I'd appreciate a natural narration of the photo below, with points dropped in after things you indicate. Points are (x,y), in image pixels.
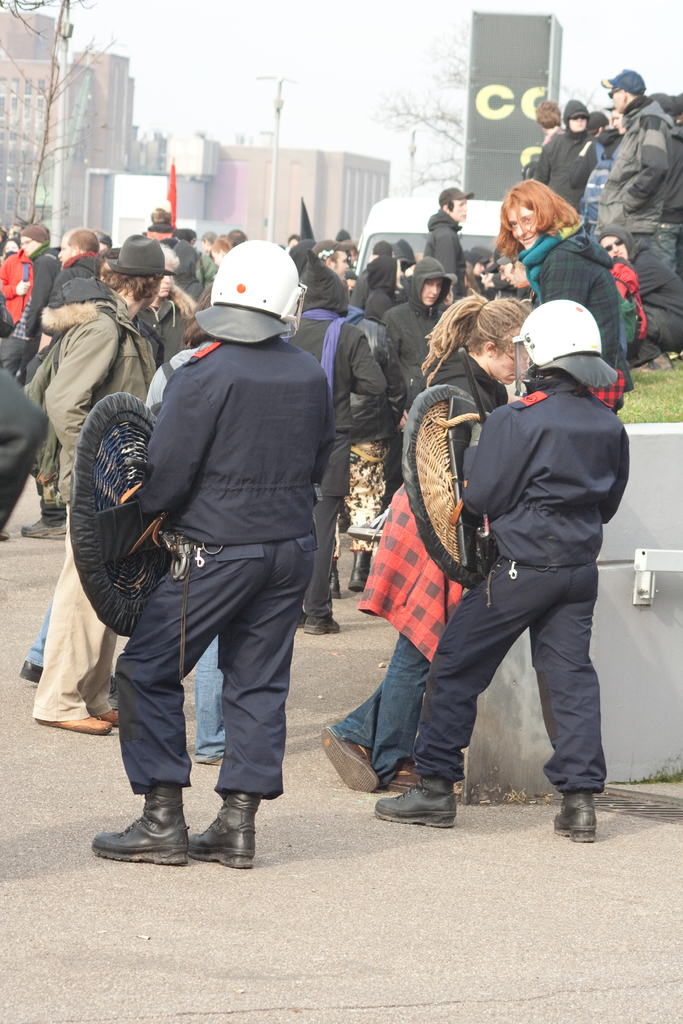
This image consists of many people (396,389) walking on the road (357,940). In the front (270,652), the two persons (280,656) look like police (528,584). At the bottom (290,896), there is ground (382,917). In the background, there are buildings (308,161).
